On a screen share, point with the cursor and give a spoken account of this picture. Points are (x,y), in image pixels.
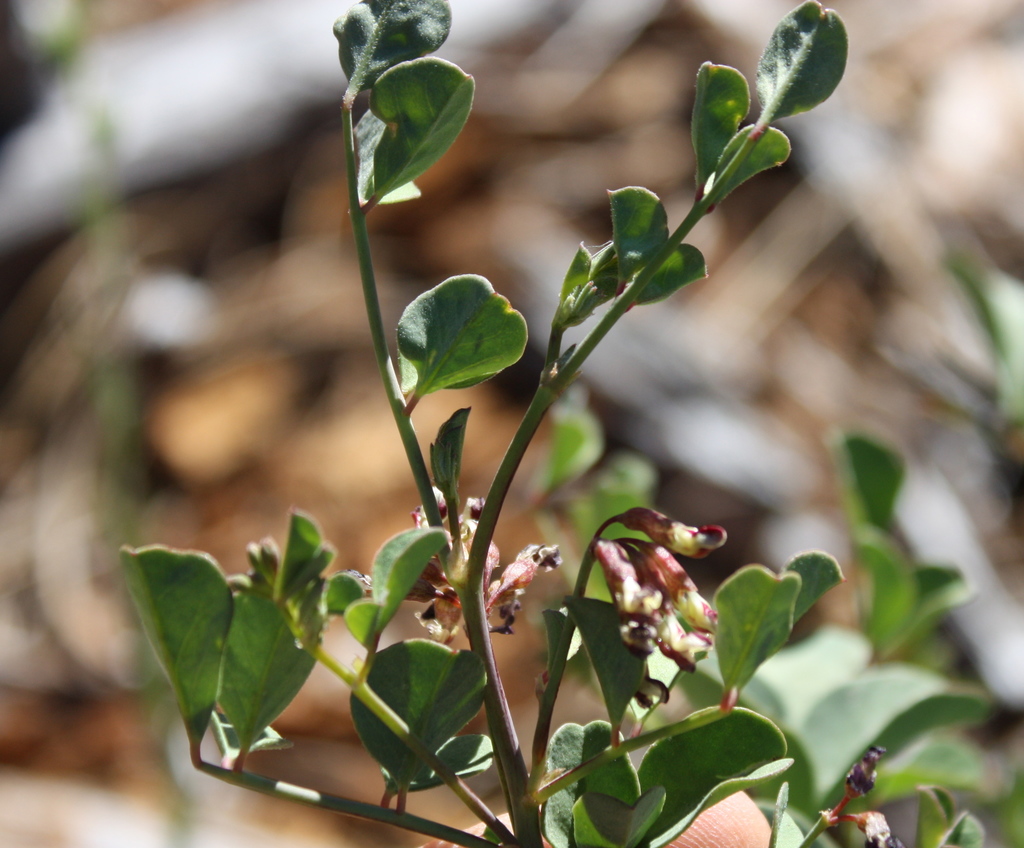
In this picture we can see a few leaves (873,581) and stems (321,661). Background (989,95) is blurry.
